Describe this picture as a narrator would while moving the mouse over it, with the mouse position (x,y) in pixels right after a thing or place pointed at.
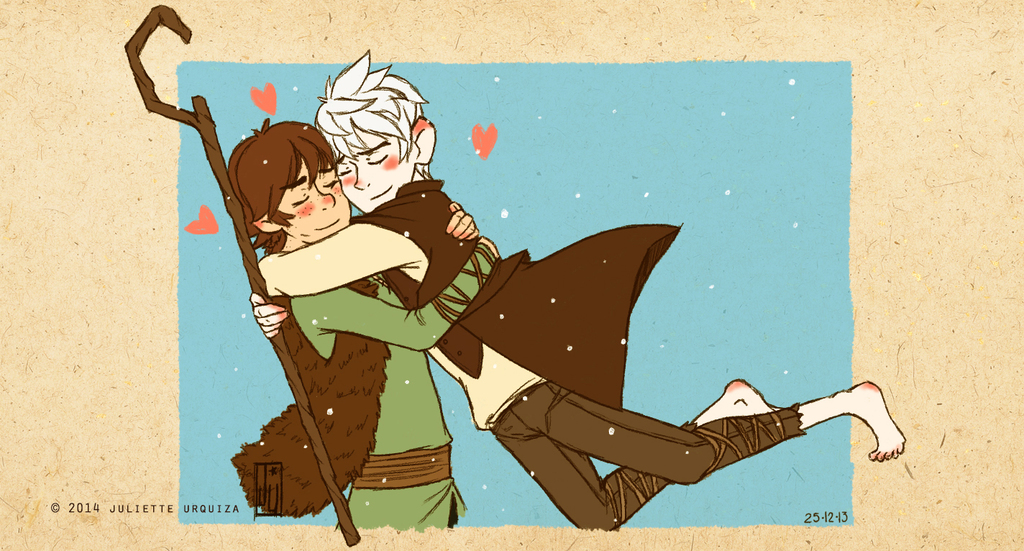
In this image we can see a picture of two men (459,275) holding each other. In this one person (405,232) is holding a stick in his hand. In the bottom left corner of the image (154,505) we can see some text (120,505).
